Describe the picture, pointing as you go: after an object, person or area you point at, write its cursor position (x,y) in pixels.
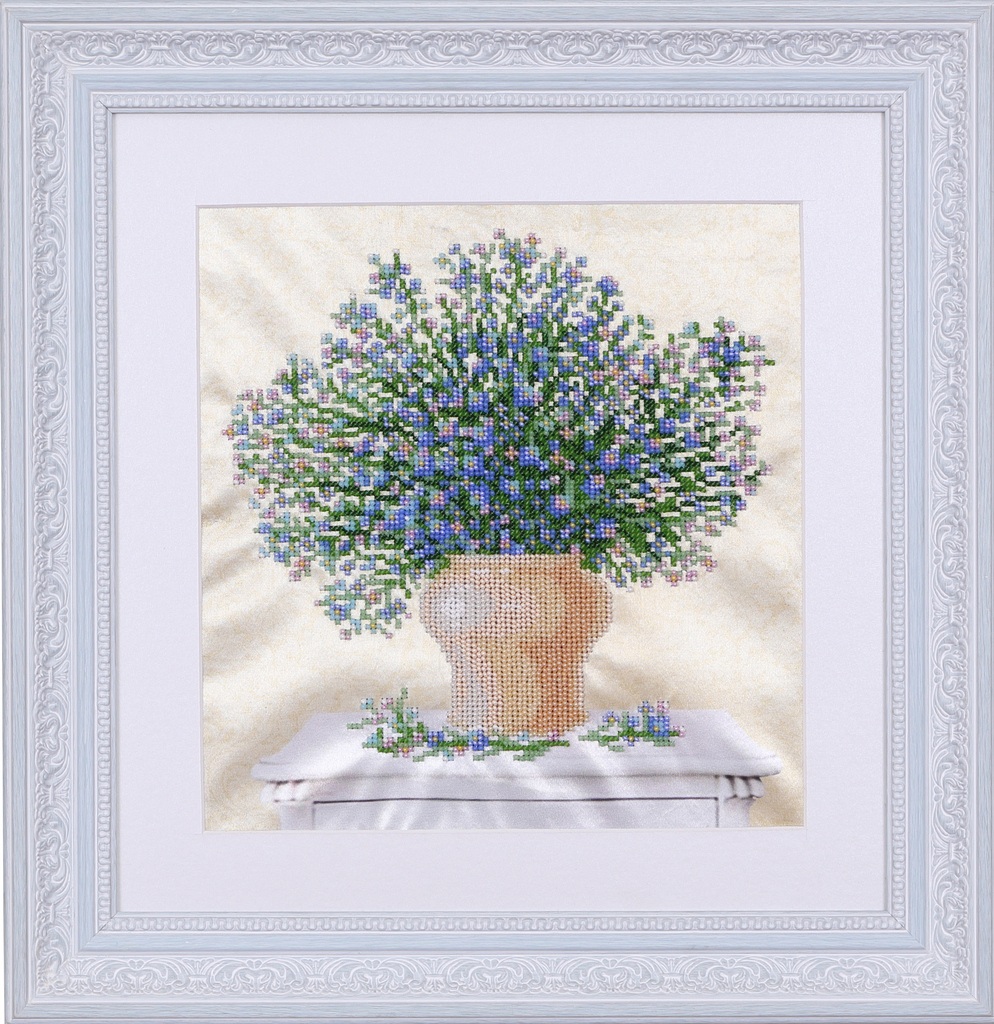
In this image, we can see a photo frame (929,776) contains a flower vase (534,602) on the table (529,770).
